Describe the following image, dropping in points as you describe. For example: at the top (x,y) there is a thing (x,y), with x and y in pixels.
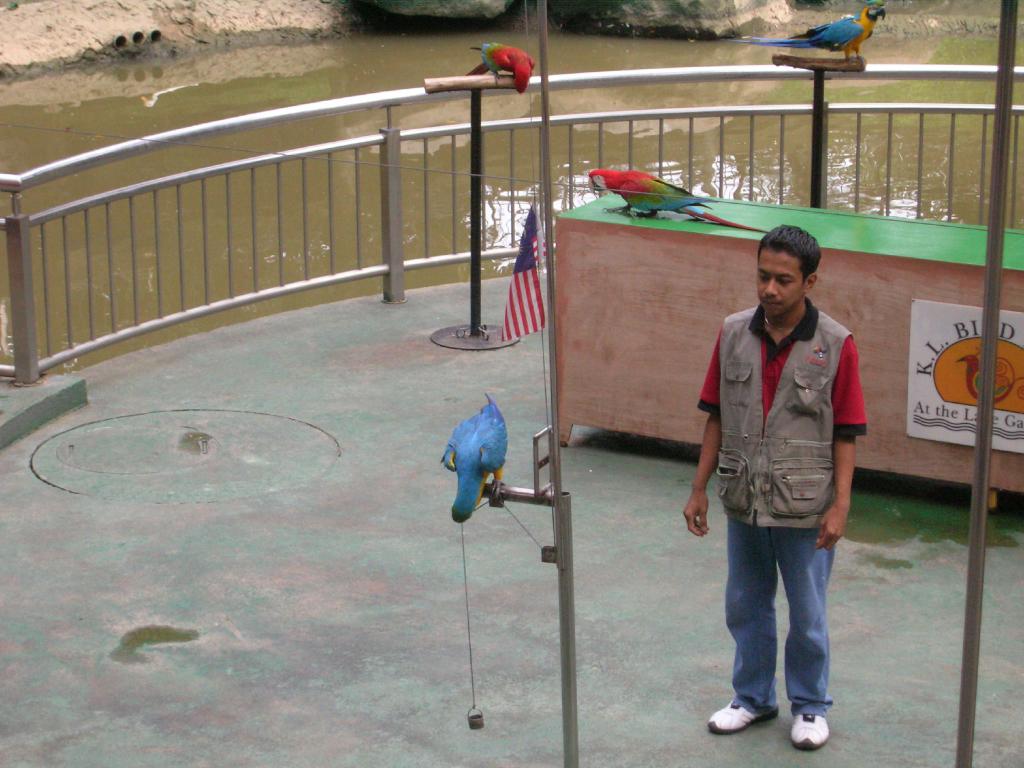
In this image there is a man (759,622) standing on the ground (684,695). Behind him there is a table (875,239). There is a text (920,429) on the table (694,257). There is a bird (644,202) standing on the table (727,211). Beside the table (585,216) there is a flag (531,266). In front of the man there are rods (558,520). There are birds (508,64) on the stands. Around him there is a railing (608,117). Behind the railing (341,101) there is the water (437,120). At the top (666,1) there are rocks (614,3).
